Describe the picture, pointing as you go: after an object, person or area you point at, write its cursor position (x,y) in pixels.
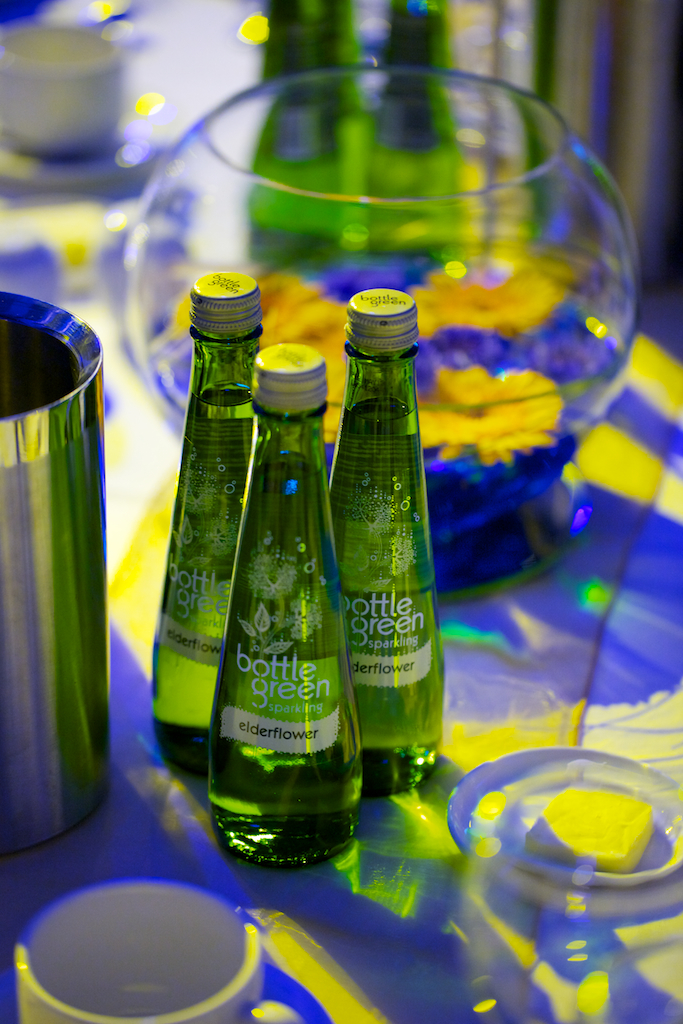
In this image i can see three bottle (358,576), few glasses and a pot (540,492) on a table (506,664).
